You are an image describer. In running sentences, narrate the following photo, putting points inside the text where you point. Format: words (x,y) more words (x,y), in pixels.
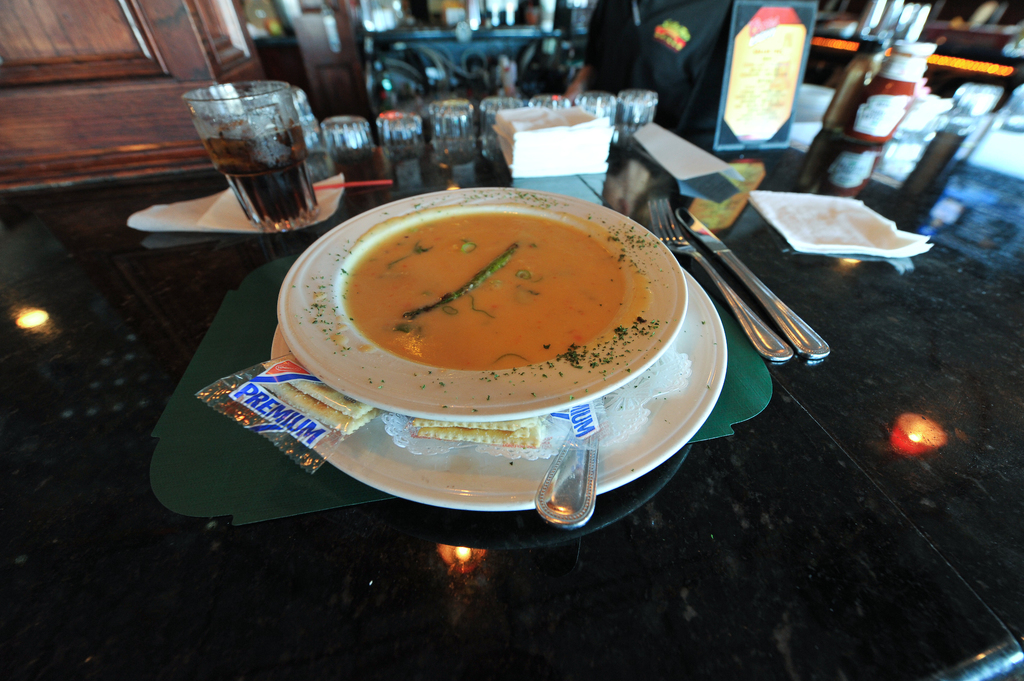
In the foreground of this picture (452,497), there is a black table (251,528) on which platter (393,464), sachets (343,423), spoon (577,483), fork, knife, a platter (557,385) with soup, tissues (804,211), glasses (398,119) and bottles (905,103). In the background (242,23), there is a cupboard (142,69) and few are not clear.
